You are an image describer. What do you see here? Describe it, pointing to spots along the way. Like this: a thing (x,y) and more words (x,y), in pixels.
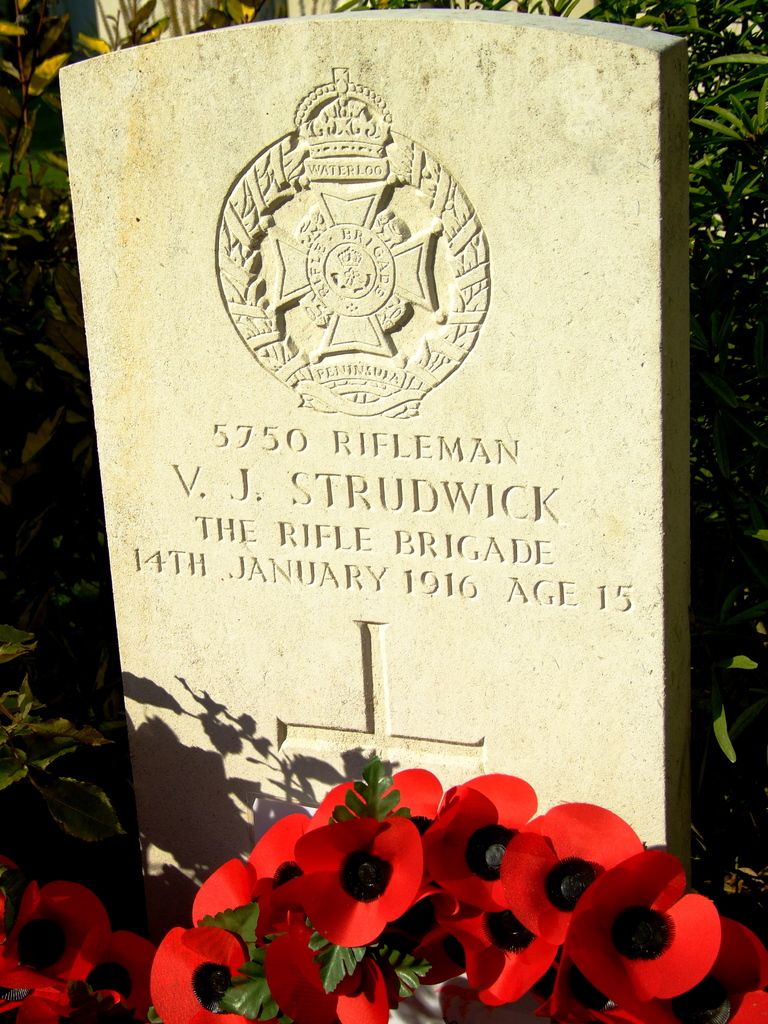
In this picture we can see some text (194,475) and carvings (366,172) on a grave (323,681). There are a few red flowers (330,798) in front of the grave (348,648). We can see some green plants (749,410) in the background (727,59).
